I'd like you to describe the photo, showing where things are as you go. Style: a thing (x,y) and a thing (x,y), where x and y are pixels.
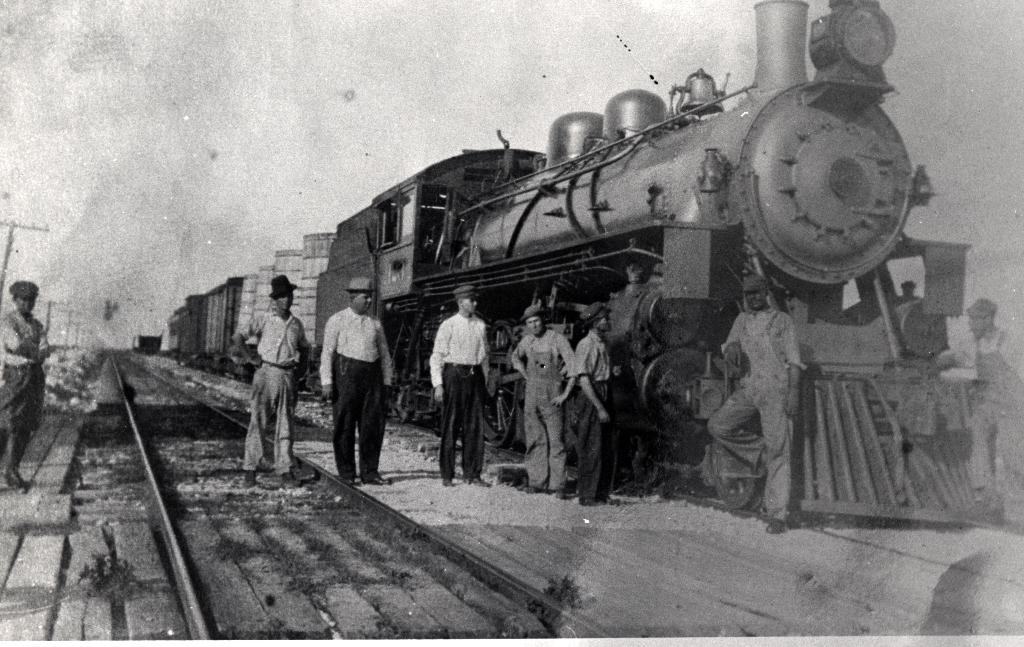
In this picture there is a old image of train engine (448,290). In the front (271,290) there is a group of workers (709,428) standing and looking in the camera. On the left side (181,503) there is a train track (158,495).
